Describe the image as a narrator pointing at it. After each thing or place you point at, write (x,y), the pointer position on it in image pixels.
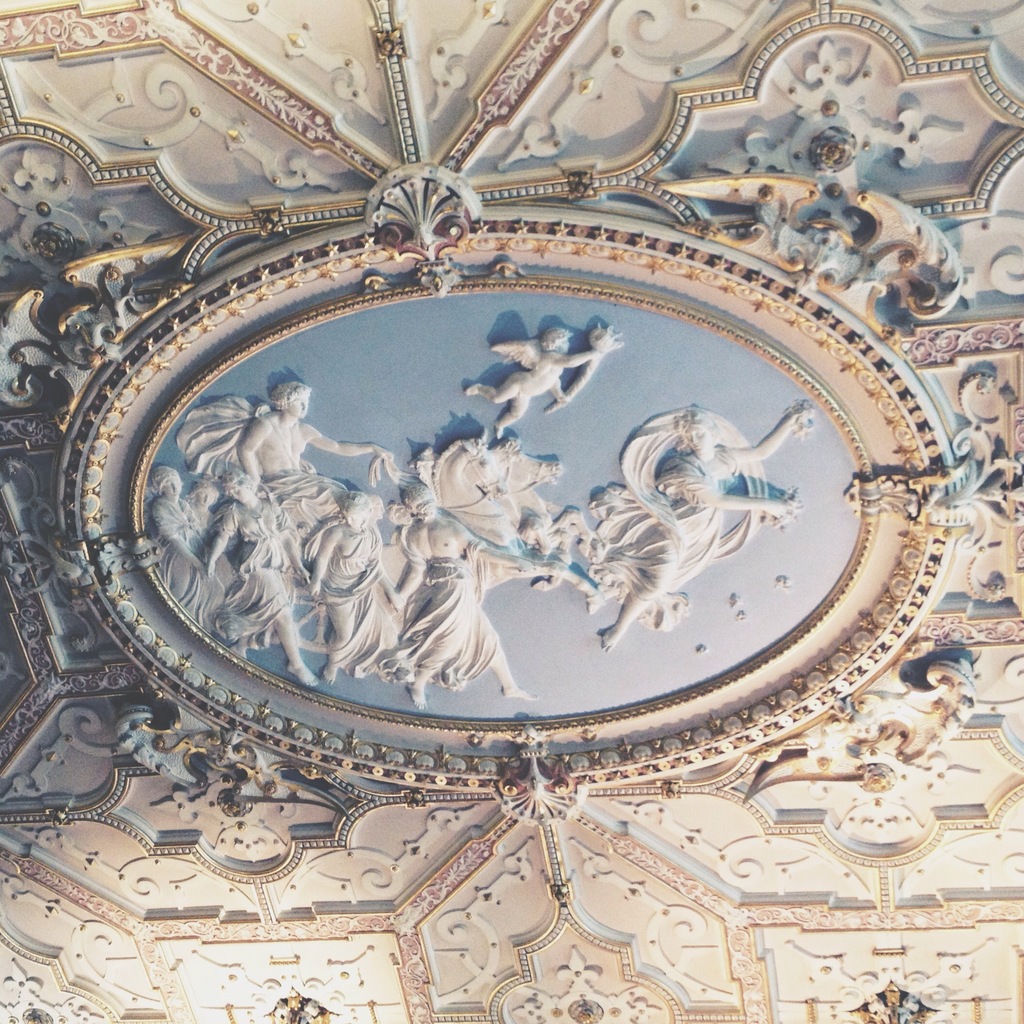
In this picture we can see carved designs (848,430), it looks like the ceiling (744,927).
